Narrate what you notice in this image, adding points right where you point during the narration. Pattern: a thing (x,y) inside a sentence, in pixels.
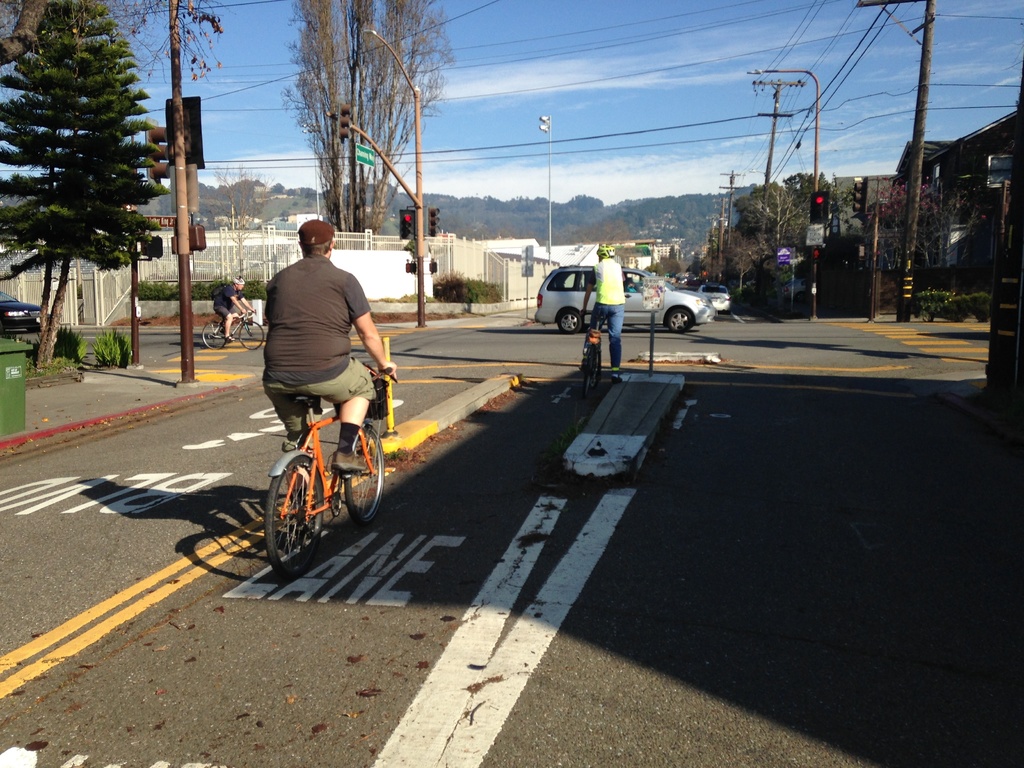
It is a road (565,342) there are total three people (322,298) riding cycles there also traffic signals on the road (576,374), straight away to the road (681,339) there are some cars (694,306) in the background (691,113) there are wires (609,148), trees (758,262), hills (668,204), sky (635,99) and cloud (642,85).
